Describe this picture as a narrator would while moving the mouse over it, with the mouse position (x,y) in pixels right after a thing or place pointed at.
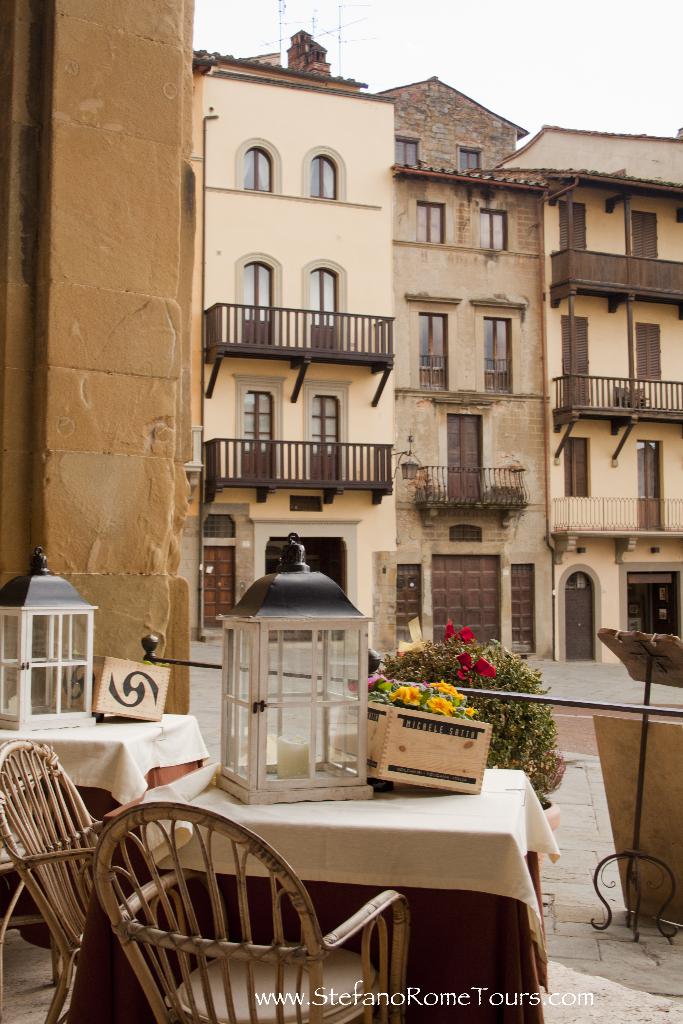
This is a picture taken in the outdoors. This is a table (331,855) in front of the table (339,848) there are chairs (217,899) and on the table (352,823) there are cage (327,723) and flower pots (380,726). Behind the table (349,858) there are buildings (342,306) and sky (547,37).
